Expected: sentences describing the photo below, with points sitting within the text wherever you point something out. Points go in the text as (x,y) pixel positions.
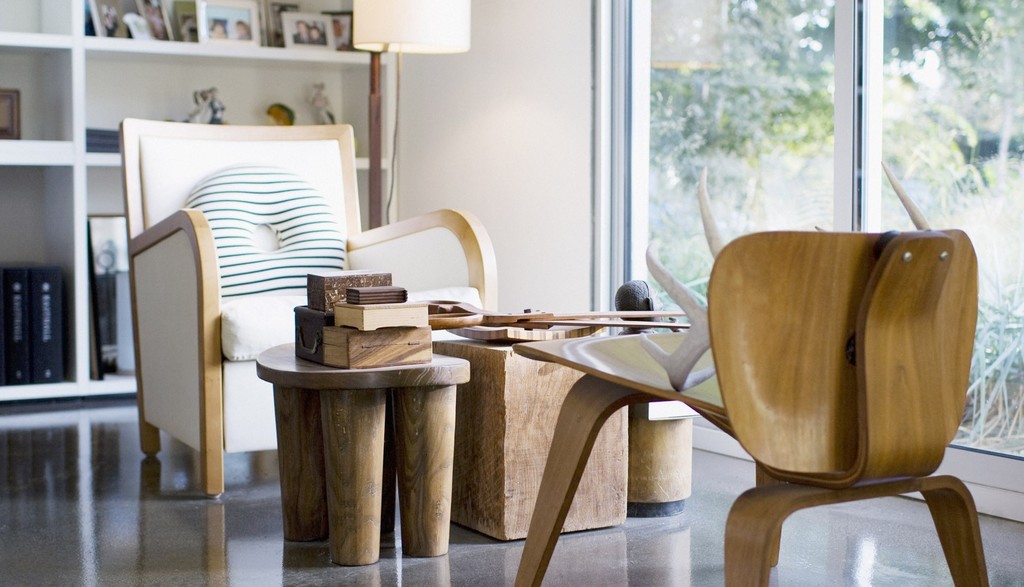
On the right (879,322) there is an object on a chair (792,419). In the background (355,411) there is a chair (263,130), wooden boxes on a stool (365,465), long utensils (564,325) and other objects (559,339) on a platform (501,347) and there are photo frames (217,18), sculptures (204,93), boxes (104,138) and other objects (26,372) are on the racks (22,233) and this is wall (466,88) and glass doors (664,107). Through the glass doors (641,142) we can see trees (795,41).
